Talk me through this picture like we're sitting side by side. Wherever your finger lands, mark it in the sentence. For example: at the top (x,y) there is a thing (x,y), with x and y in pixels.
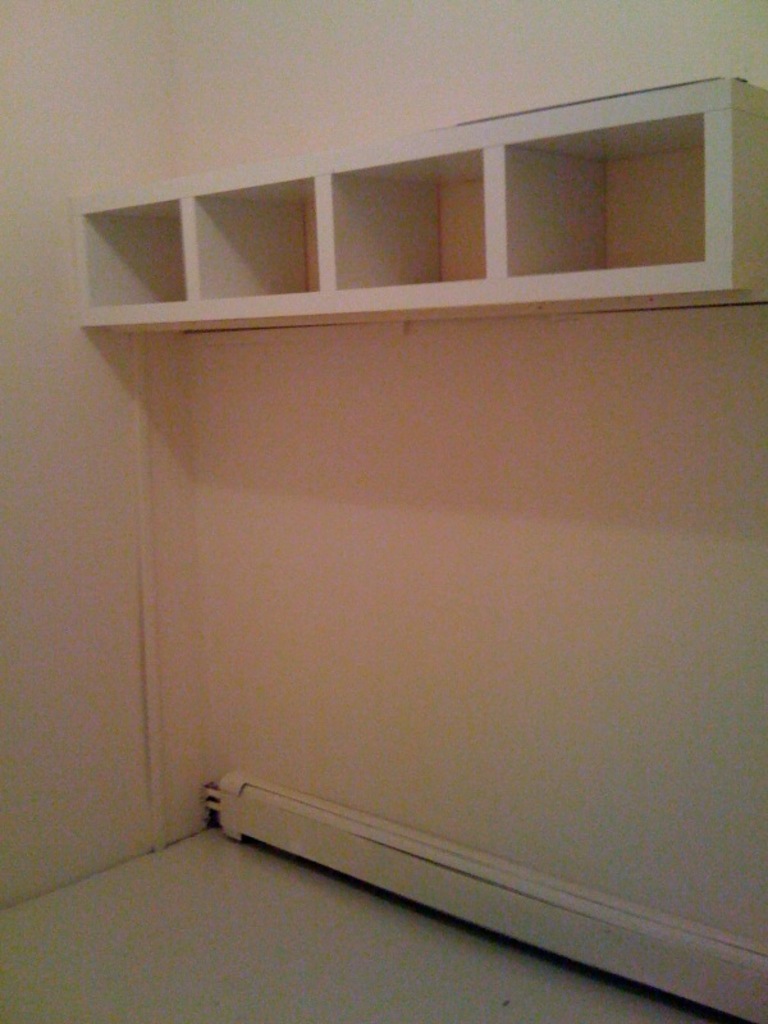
In this image we can see shelves (347,319) and wall (229,645).
